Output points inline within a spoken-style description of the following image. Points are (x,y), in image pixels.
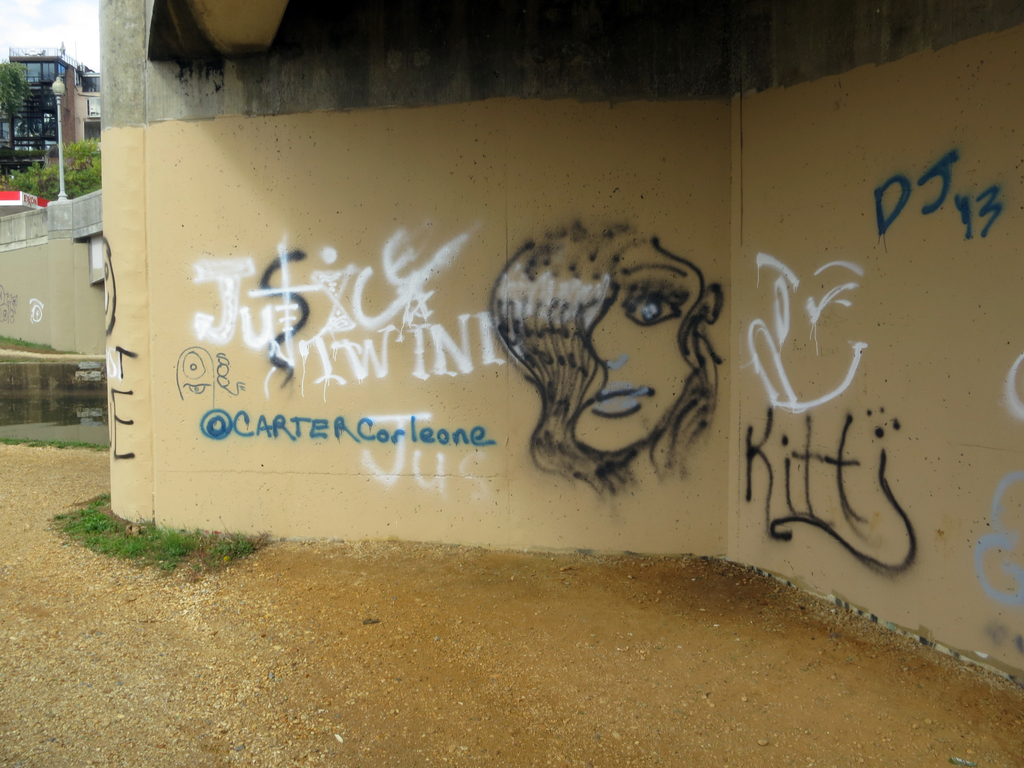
In the foreground of this image (480,473), on the wall (336,337), there is graffiti painting (542,335). At the bottom (362,755), there is ground (281,738). In the background (30,271), there is water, wall (50,267), pole (58,138), greenery (45,187), building (42,86), sky (58,16) and the cloud (76,25).
